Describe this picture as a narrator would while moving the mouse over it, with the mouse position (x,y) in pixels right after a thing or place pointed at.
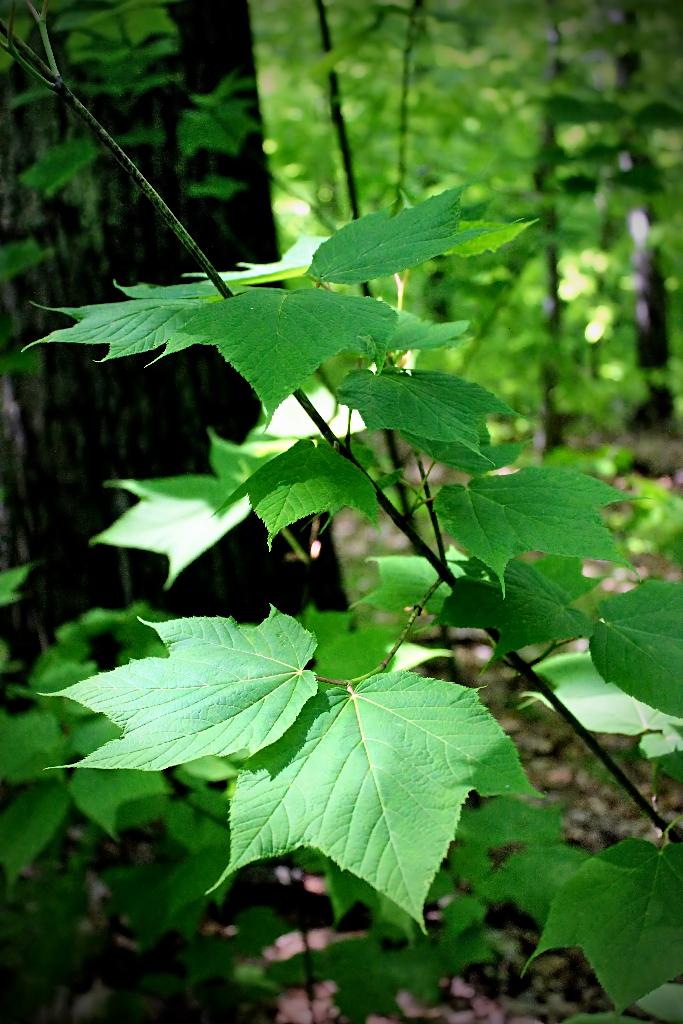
In this image in the foreground (298,641) there are some plants (371,631), and in the background (564,124) there are trees (560,116). At the bottom (578,959) there is grass (481,882) and some dry leaves (625,829).
